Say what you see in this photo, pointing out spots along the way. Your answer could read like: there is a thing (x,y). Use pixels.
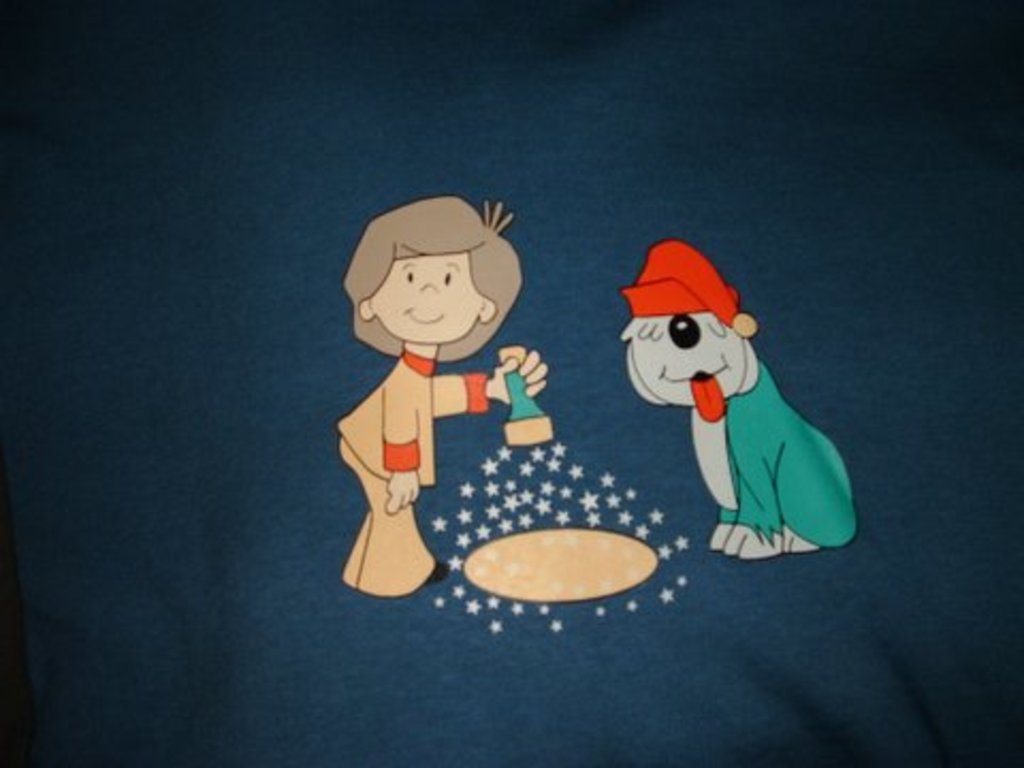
This is an animated image of a dog (738,453) and a girl (378,445) holding a torch (514,396).
